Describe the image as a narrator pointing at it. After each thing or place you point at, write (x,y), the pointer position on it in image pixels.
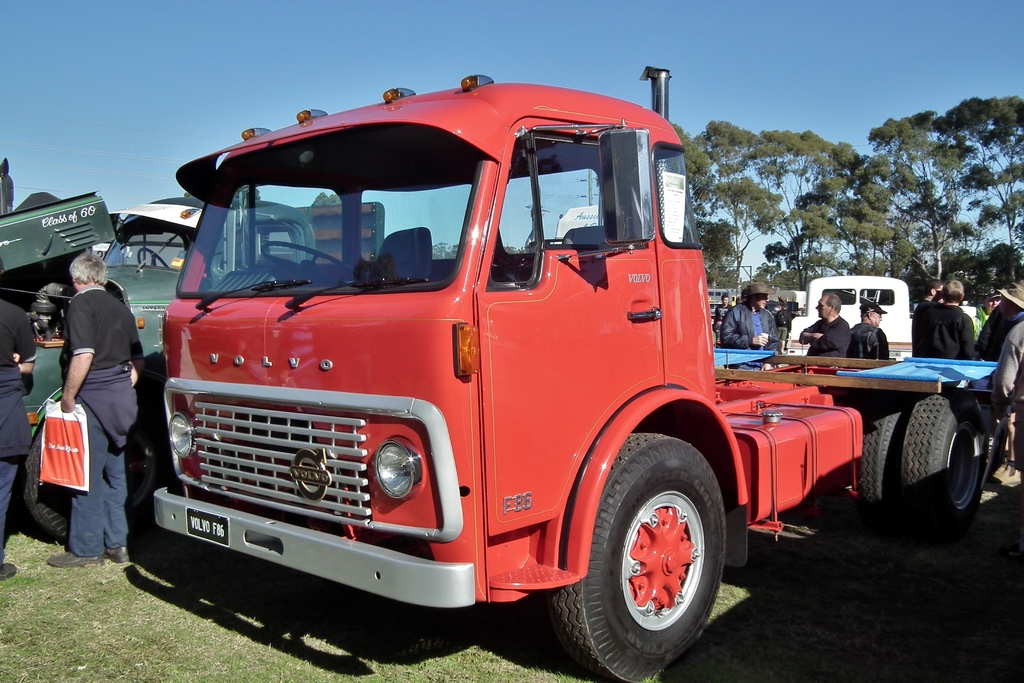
In this image there is the sky (453,72) towards the top of the image (356,31), there are trees (851,212) towards the right of the image (868,187), there are vehicles (391,300), there are a group of persons (762,341) standing towards the right of the image (931,334), there are two men (73,382) standing towards the left of the image (73,406), the man (90,403) is holding an object (78,424), there is grass (313,649) towards the bottom of the image (864,638).
